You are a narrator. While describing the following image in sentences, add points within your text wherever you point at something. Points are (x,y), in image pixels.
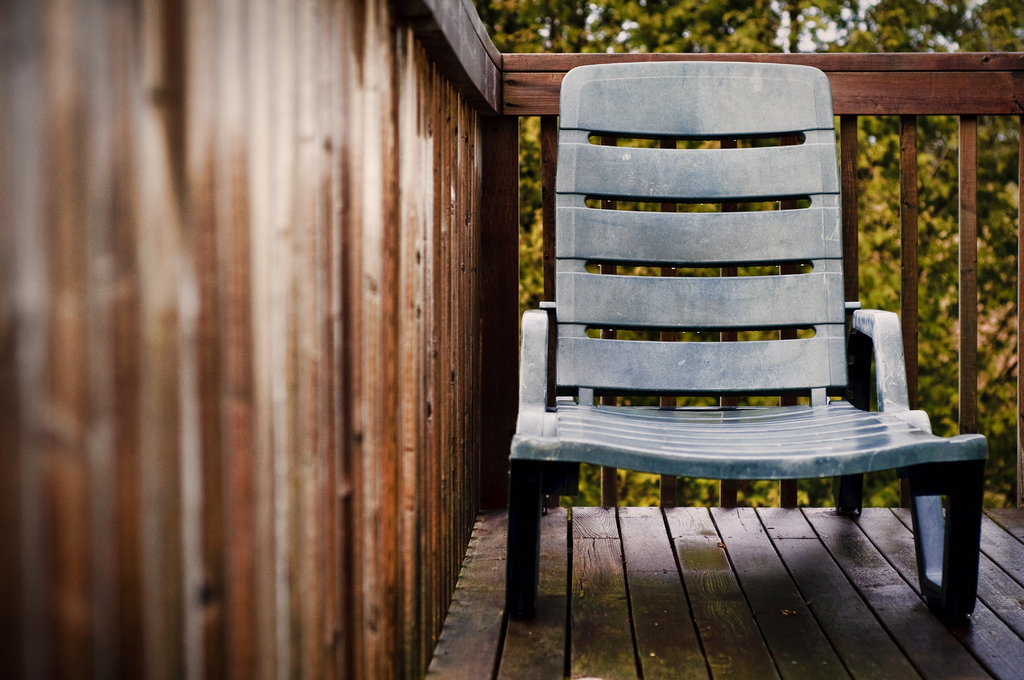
In this image, I can see a chair (754,355). This looks like a wooden fence (494,123). Here is the floor (677,629). In the background (689,24), I can see the trees (981,48).
